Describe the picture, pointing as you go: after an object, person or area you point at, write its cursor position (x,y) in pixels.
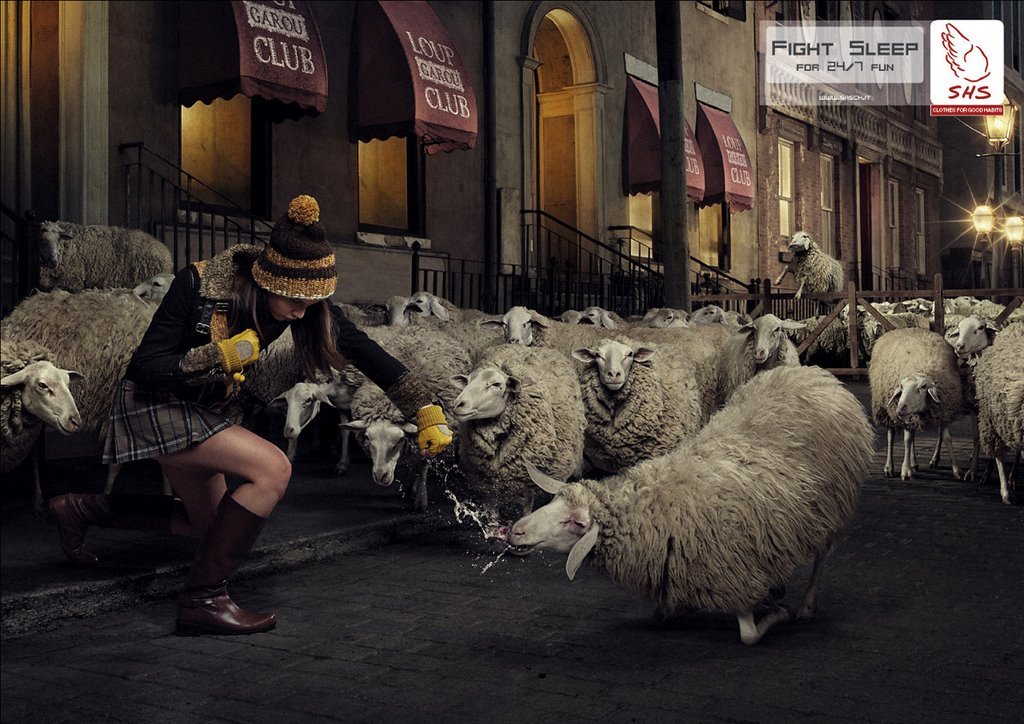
In this picture I can observe a girl (256,311) on the left side (283,465). In the middle of the picture (470,363) there are some sheep (555,408). In the background (554,199) I can observe a building (526,150).
